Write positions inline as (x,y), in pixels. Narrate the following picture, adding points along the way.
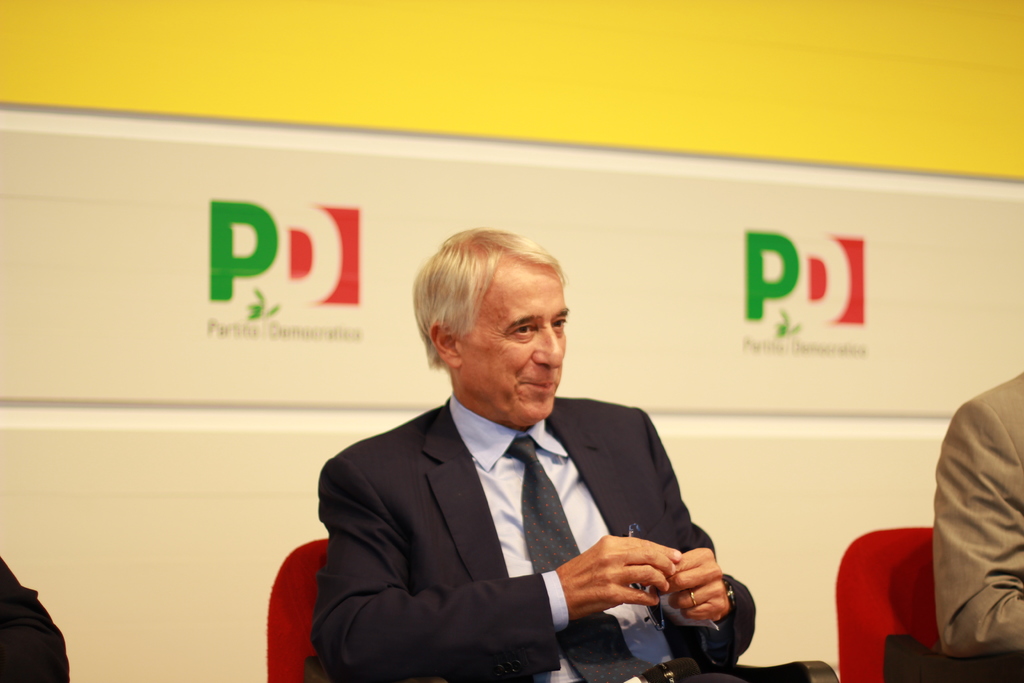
In this image I can see some people (709,563) sitting on the chairs (919,644). In the background (403,222), I can see the wall (330,206) with some text (791,267) written on it.
